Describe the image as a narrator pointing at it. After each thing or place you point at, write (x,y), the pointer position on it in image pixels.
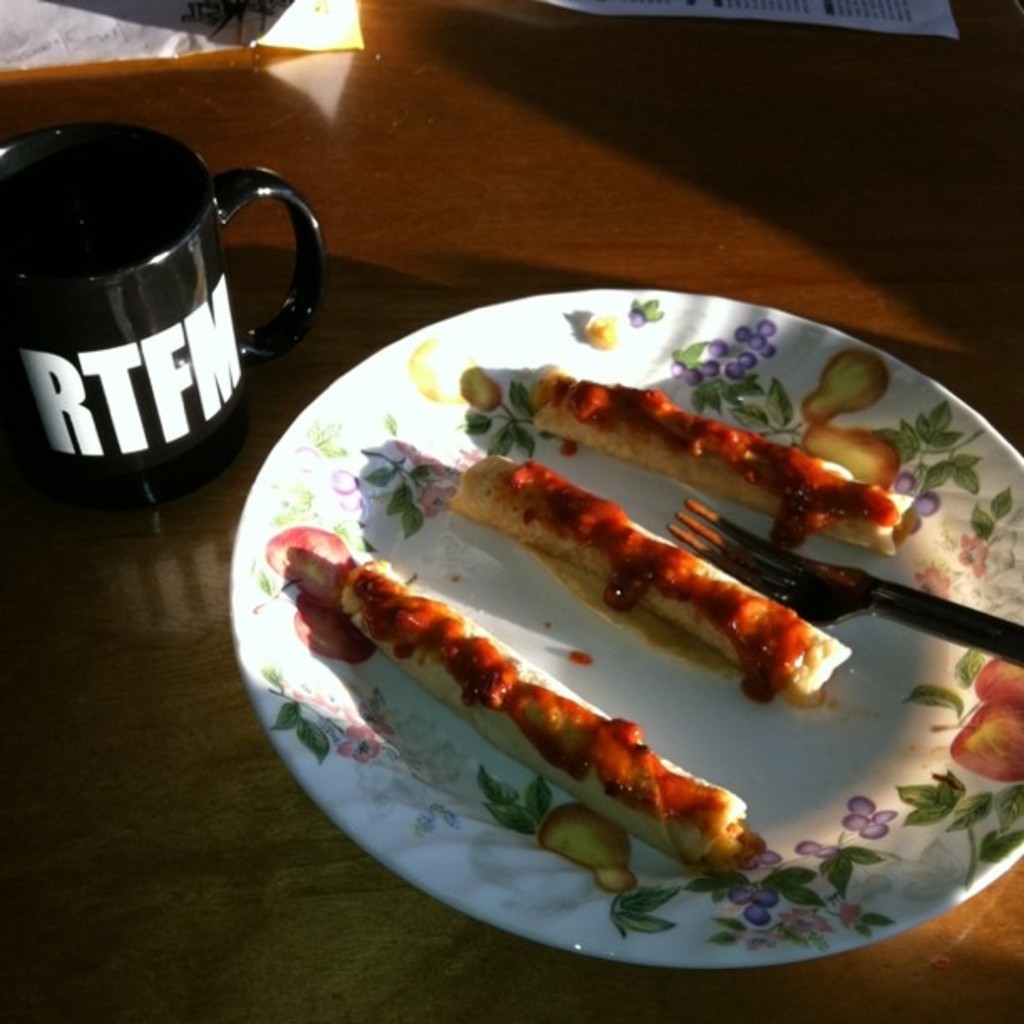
In this image there is a food item (547,526) kept in a white color plate (453,370) on the right side of this image (749,592) and there is a table (222,555) in the background (299,907). There is a black color cup (104,261) is on the left side of this image (169,199), and there are some white color papers (241,38) kept on the table (471,26) on the top of this image (579,6).
